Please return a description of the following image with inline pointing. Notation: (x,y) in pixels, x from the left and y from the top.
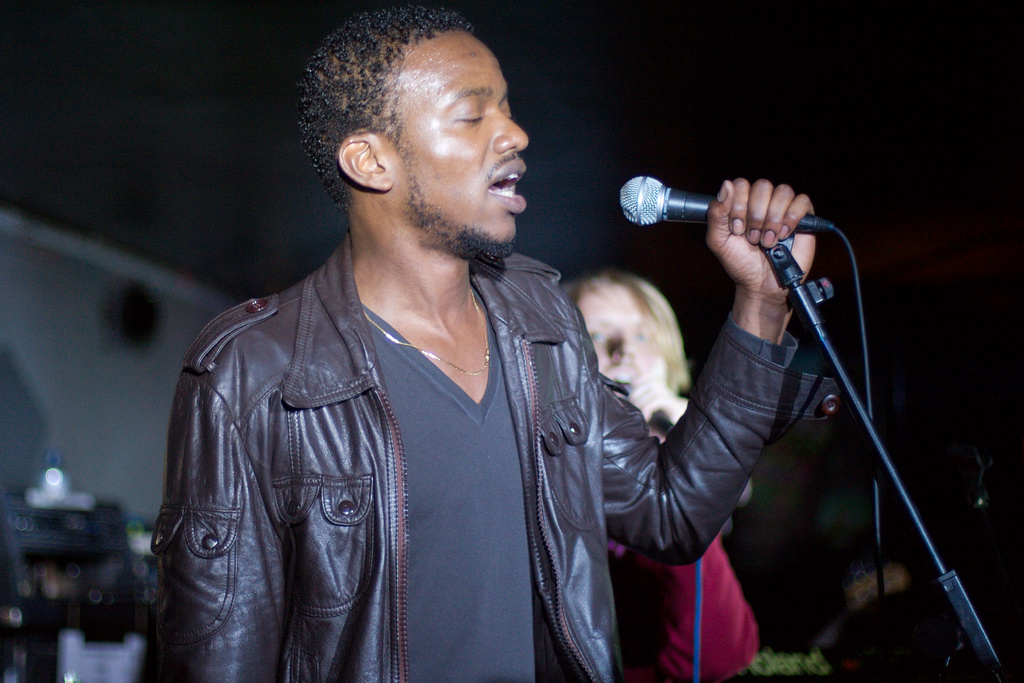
In this image in the center (392,432) there is one man (461,444) who is standing, in front of him there is one mike (916,508) it seems that he is singing beside him there is another person (665,332) who is holding a mike (661,420). And in the background (673,148) there is a wall (152,326), ceiling (238,168) and some other objects (111,526).
